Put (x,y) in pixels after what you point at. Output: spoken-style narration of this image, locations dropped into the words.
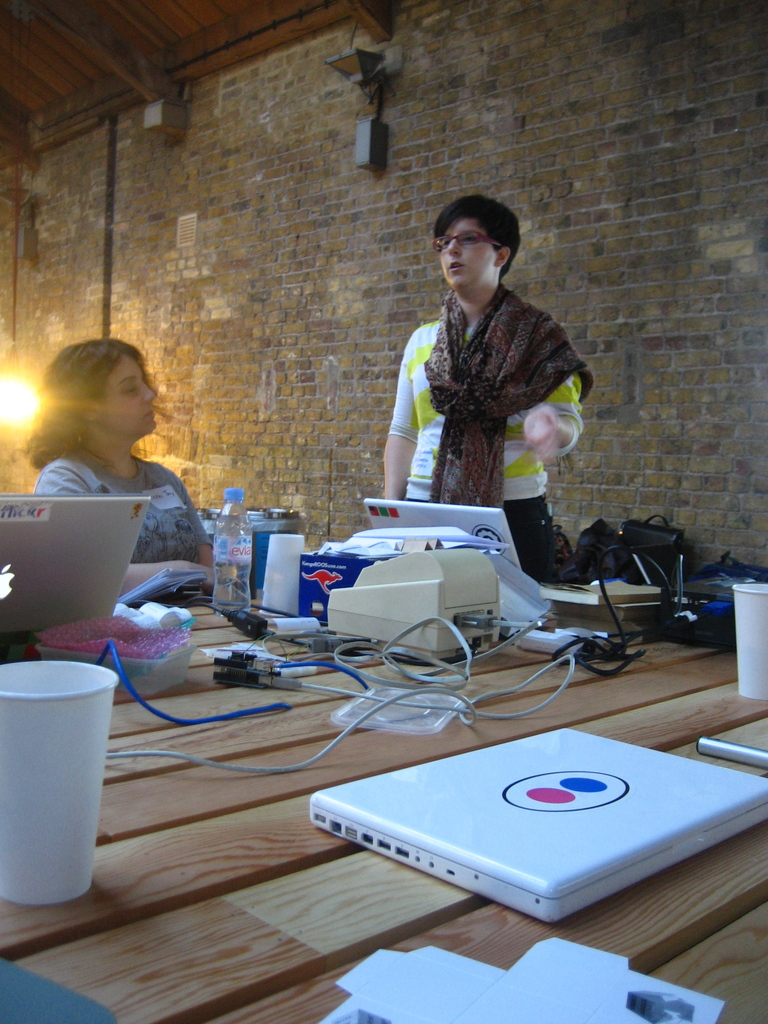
This person (417,379) standing. This person (197,558) sitting. we can see table (200,993). On the table (743,937) we can see laptop (86,544), cable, bottle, things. On the background (364,280) we can see wall (226,300).
